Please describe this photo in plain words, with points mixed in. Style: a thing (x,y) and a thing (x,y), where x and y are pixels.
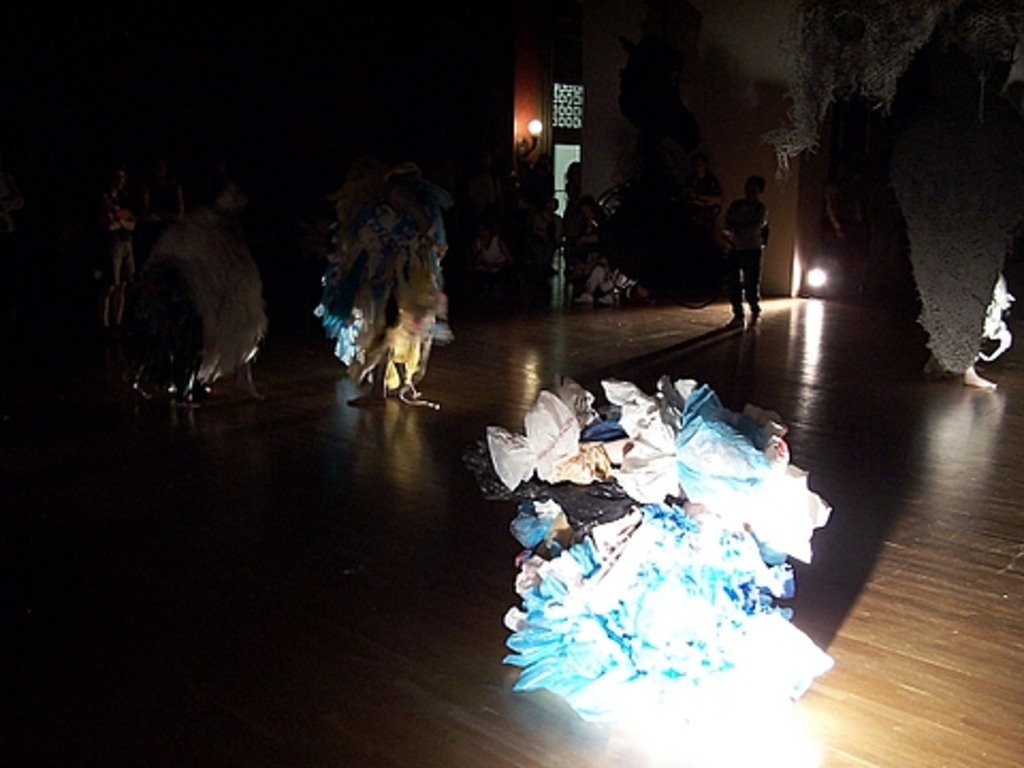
In this image I can see few colorful objects (623,465) and few people (747,243) standing on the brown color floor (940,614). Back I can see a light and the wall (526,118).
